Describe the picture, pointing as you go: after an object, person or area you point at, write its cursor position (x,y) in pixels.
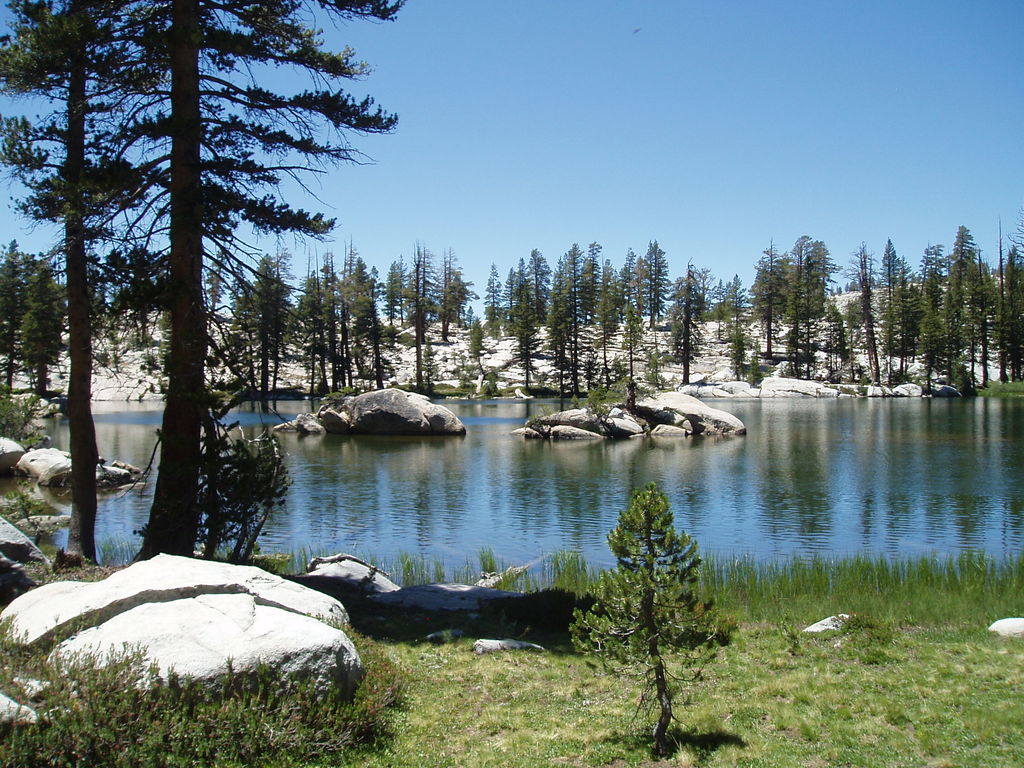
This picture is clicked outside. In the foreground (536,680) we can see the green grass (673,699), plants (677,605) and trees (170,526) and we can see the rocks (272,598) and some other objects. In the center (405,473) we can see a water body (683,441). In the background (820,151) we can see the sky (454,73), trees (236,372) and the rocks (660,331).
